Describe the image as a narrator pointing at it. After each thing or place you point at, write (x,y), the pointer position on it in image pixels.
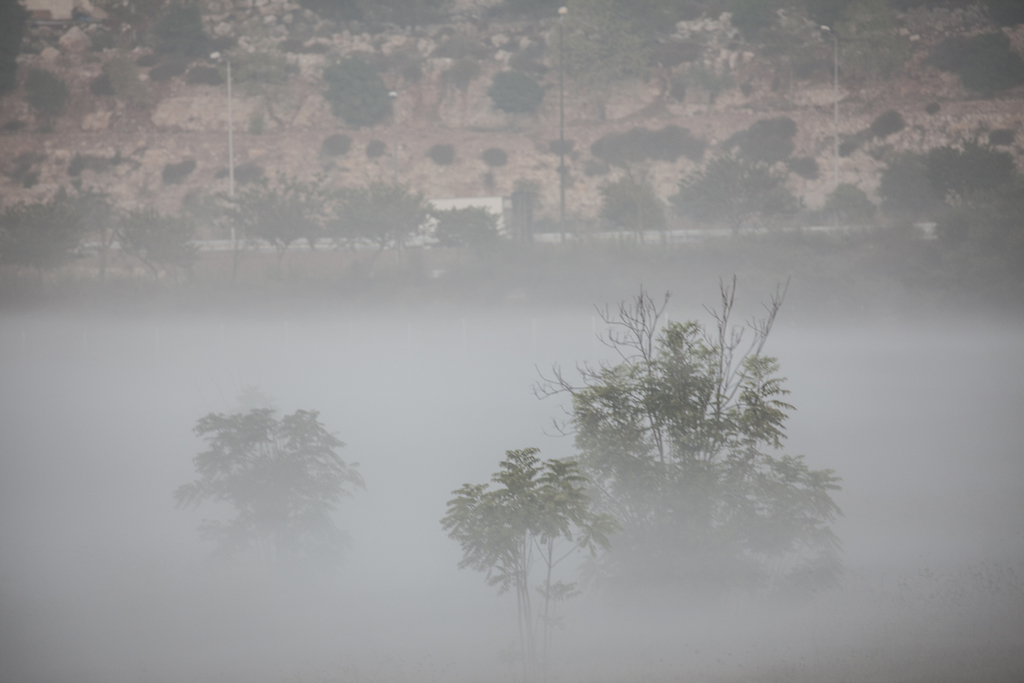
In this picture we can see trees (150,223) on the ground (649,124), poles (229,144) and it is blurry.
